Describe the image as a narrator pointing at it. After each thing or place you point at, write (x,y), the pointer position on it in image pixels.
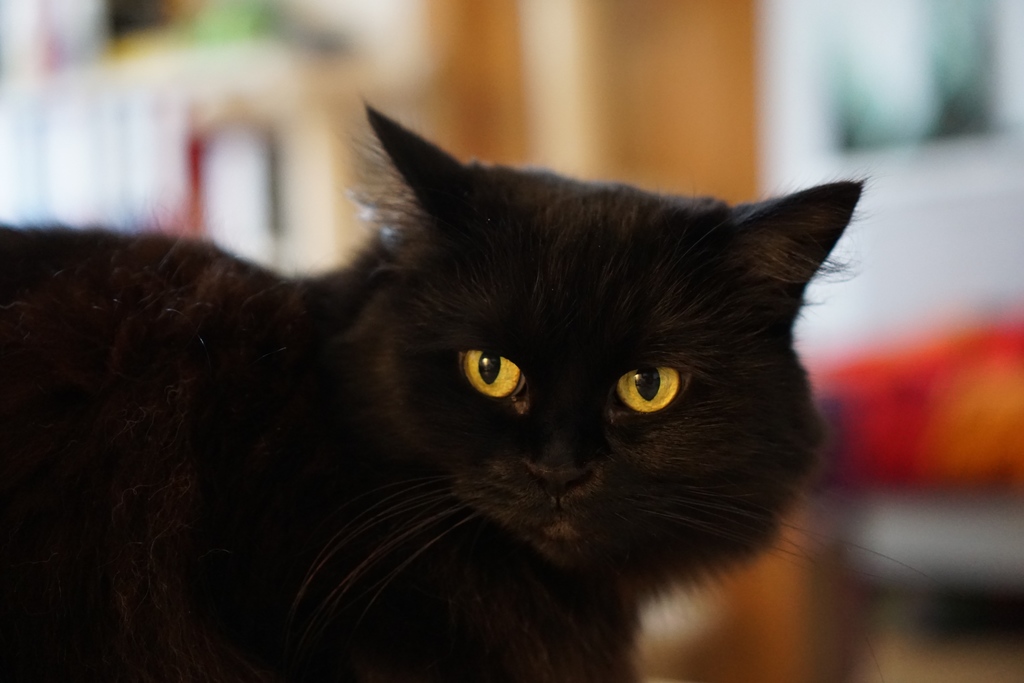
In this picture we can see black color cat (358,478) and in the background (351,206) image is blur.
